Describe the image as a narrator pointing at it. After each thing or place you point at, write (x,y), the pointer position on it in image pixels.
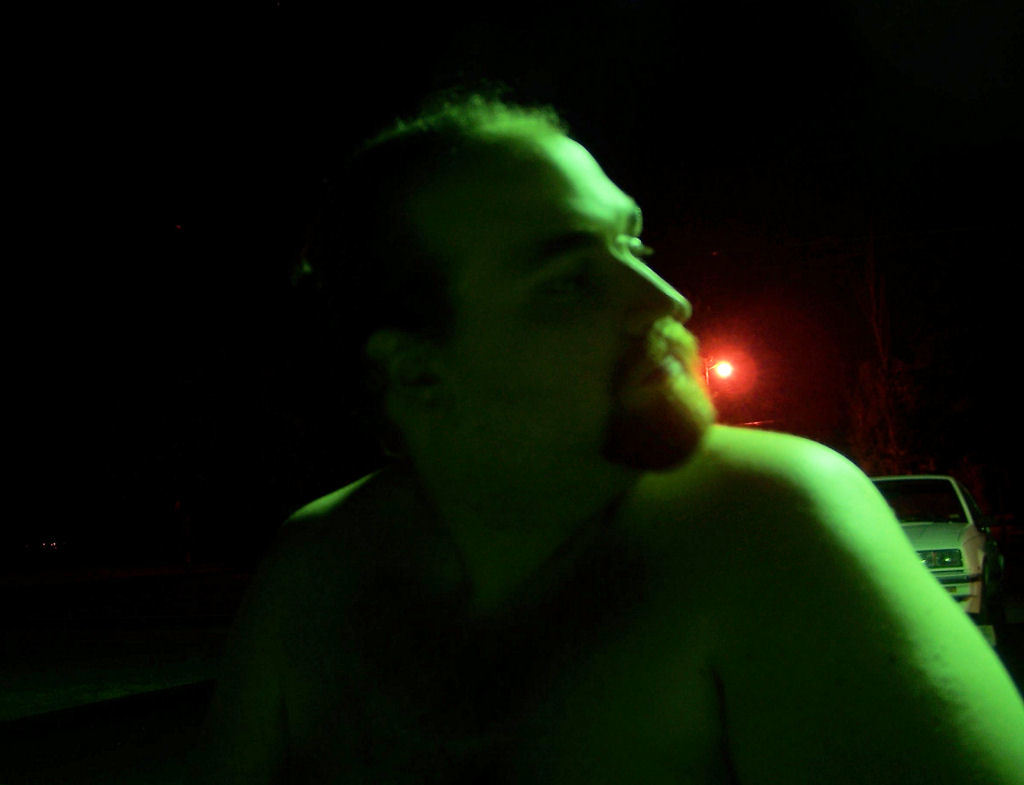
In this image we can see a man (728,533). In the background (955,511) there is car (947,530) and light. And it is dark.
